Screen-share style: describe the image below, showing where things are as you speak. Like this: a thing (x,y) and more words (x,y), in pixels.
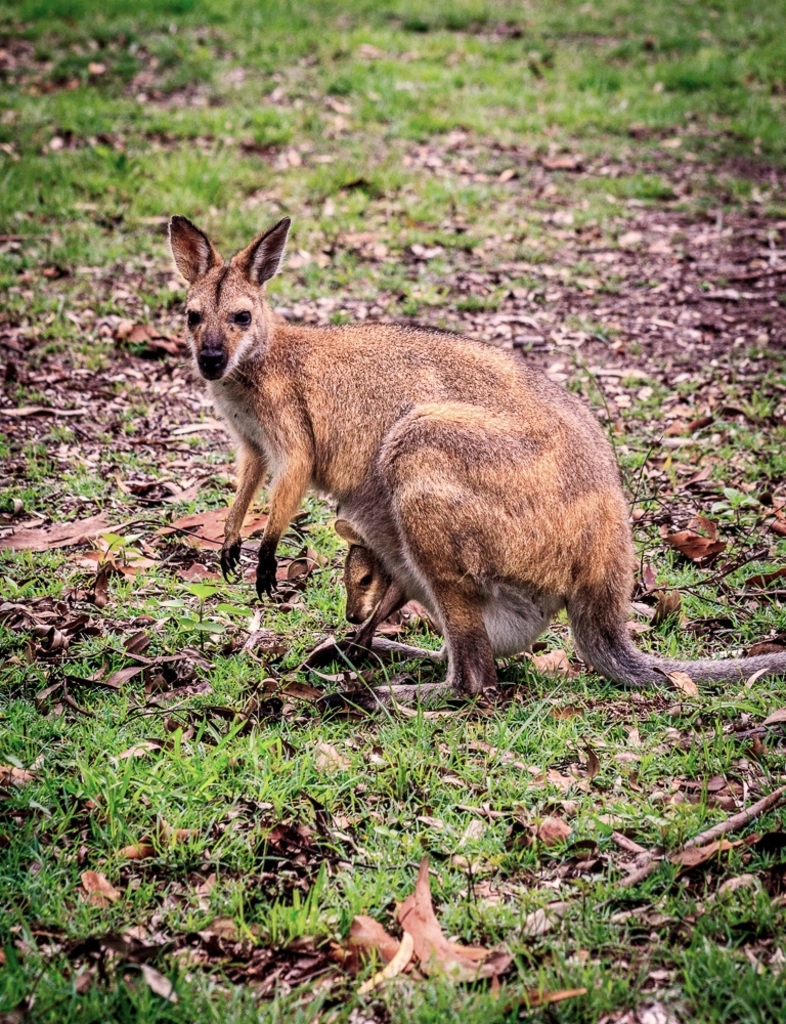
In this picture we can see a kangaroo (513,611). We can see a baby kangaroo (390,568) in the pouch (401,596) of a kangaroo (435,579). There are leaves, grass (26,727) and a few things (721,823) visible on the ground (14,668).
